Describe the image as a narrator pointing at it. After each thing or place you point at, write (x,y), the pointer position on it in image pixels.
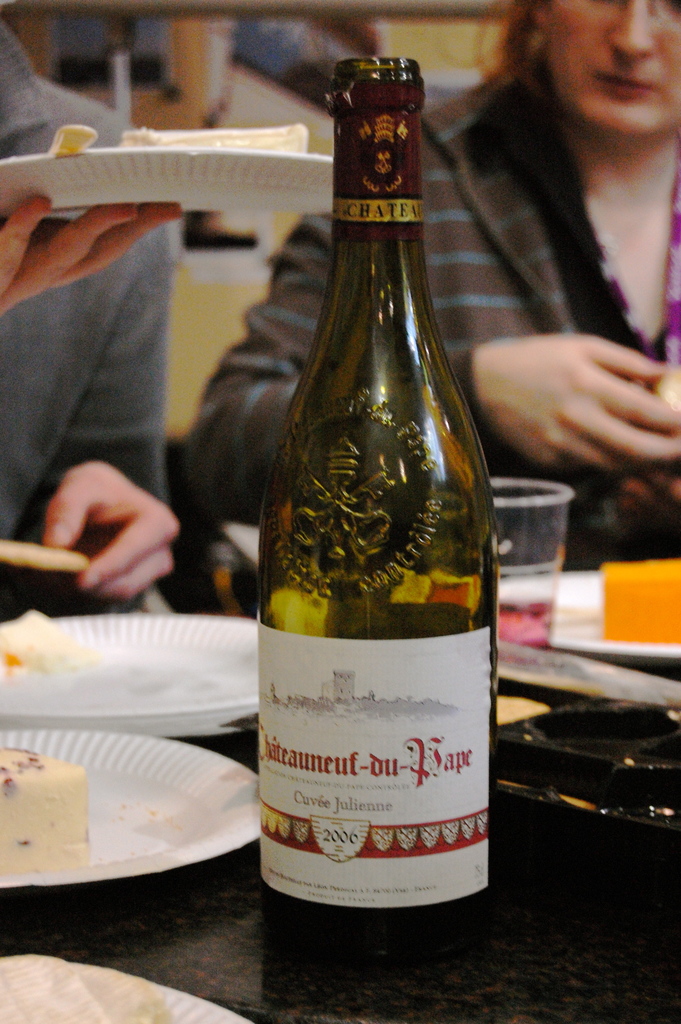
In this image I can see a table (397,1012). There is a bottle (335,564), plates (178,692), food items (88,823) are placed on this table (543,917). Beside this there are two persons (292,323) holding food items (46,553) in their hands (66,512). On the top of the image (108,178) one person (87,494) is holding one plate (111,168).
